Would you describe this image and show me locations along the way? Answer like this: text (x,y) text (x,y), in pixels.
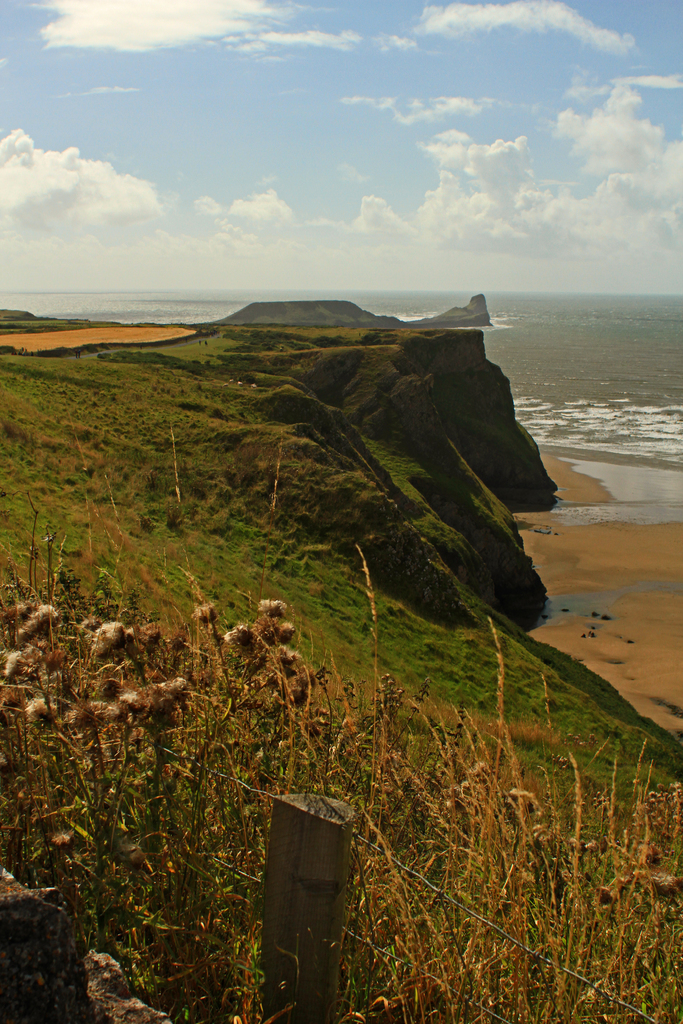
In this image, I can see the hills (315,375) and water (527,414). At the bottom of the image (378,770), there are plants (347,749) and fence (330,898). In the background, there is the sky (322,146).
